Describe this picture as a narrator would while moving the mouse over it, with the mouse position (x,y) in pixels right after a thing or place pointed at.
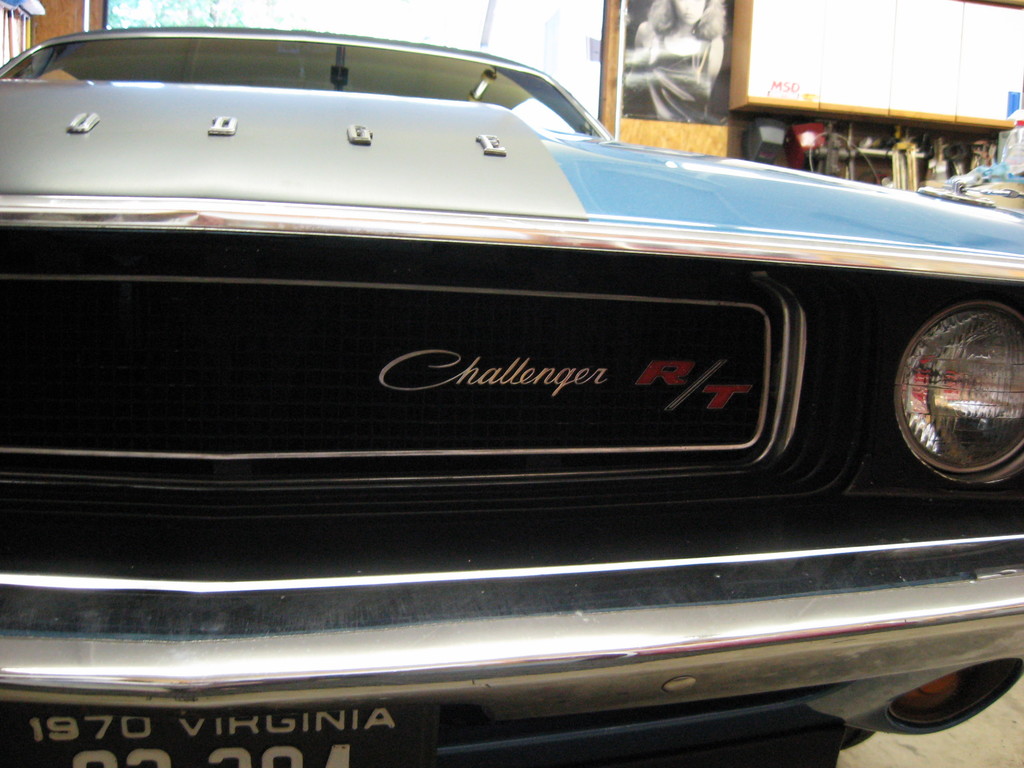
Here I can see a car (347,520). In the background (822,122) there is a shed (898,138) and a board (696,86) to which a poster (656,55) is attached.
